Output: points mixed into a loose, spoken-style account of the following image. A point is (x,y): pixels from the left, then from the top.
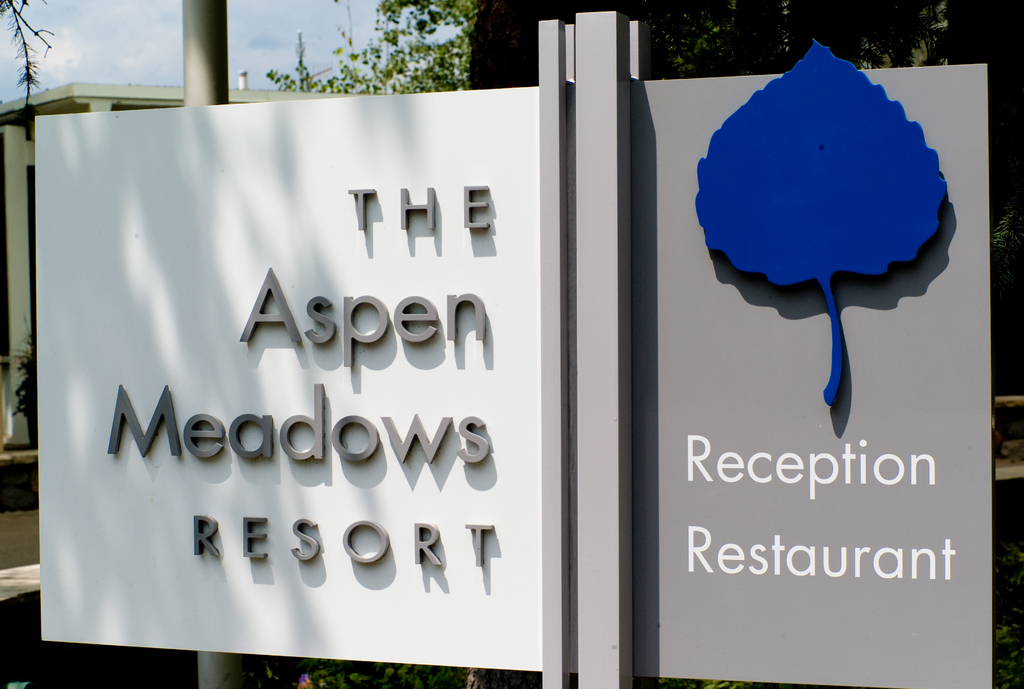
In the image we can see a banner (173,120). Behind the banner (186,117) we can see some poles (206,34), trees (34,81) and buildings (83,90). At the top left corner of the image (321,18) we can see some clouds (318,38) in the sky (257,87).
